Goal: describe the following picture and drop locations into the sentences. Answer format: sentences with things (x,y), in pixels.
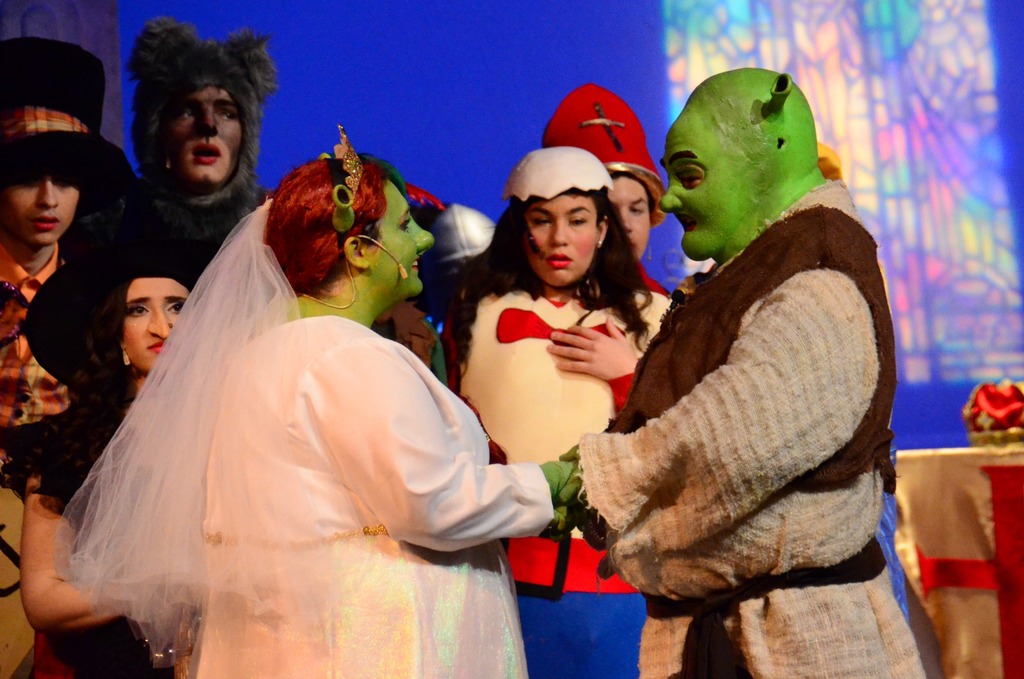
In this image I can see few people (683,313) are wearing different costumes (208,276) and they are in different colors. I can see the colorful background (823,27) and few objects (1005,427) around.
